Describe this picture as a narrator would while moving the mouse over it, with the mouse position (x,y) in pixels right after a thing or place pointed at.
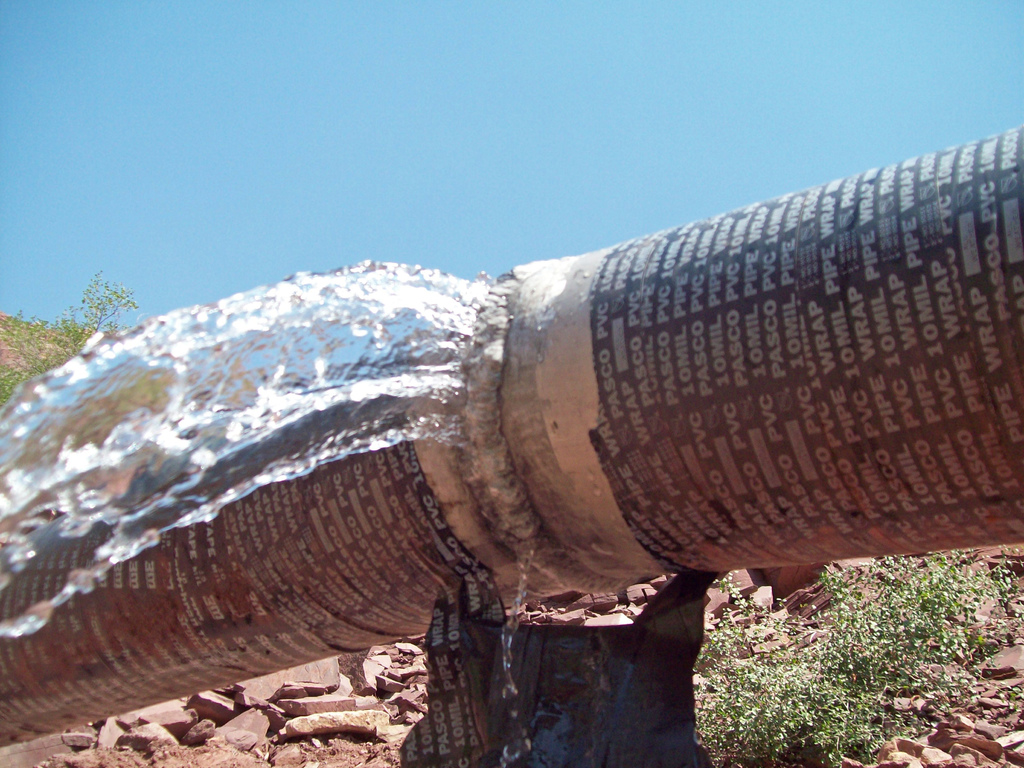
In this picture we can observe a large pipe (303,502). There is some water (417,354) leaking from this pipe (525,363). We can observe some stones (317,699) and plants (845,689). In the background (439,151) there is a sky (308,105).
